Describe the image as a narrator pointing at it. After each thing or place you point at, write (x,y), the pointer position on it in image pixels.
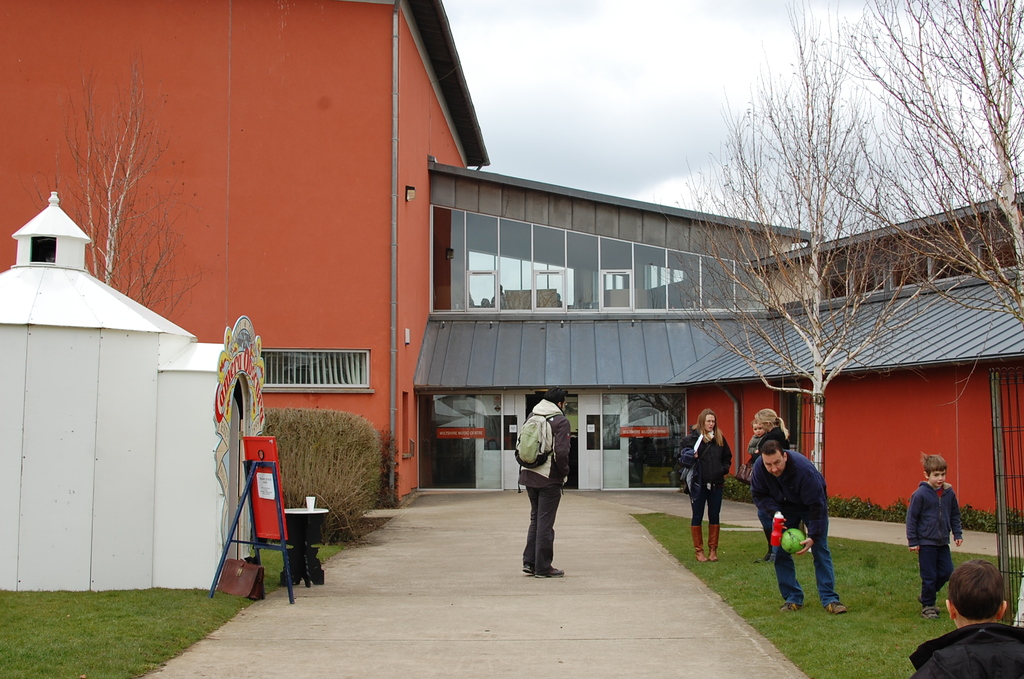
In the picture I can see these people (710,464) are walking on the grass (774,634) and this person (526,468) wearing a backpack (545,452) is standing on the way (535,585). Here we can see a board (279,531), table (298,524), two objects (241,562) and a white color house (19,424). In the background (294,467), we can see the shrubs (369,426), dry trees (1003,133), house (737,355) and the sky (736,167) with clouds (589,117).
